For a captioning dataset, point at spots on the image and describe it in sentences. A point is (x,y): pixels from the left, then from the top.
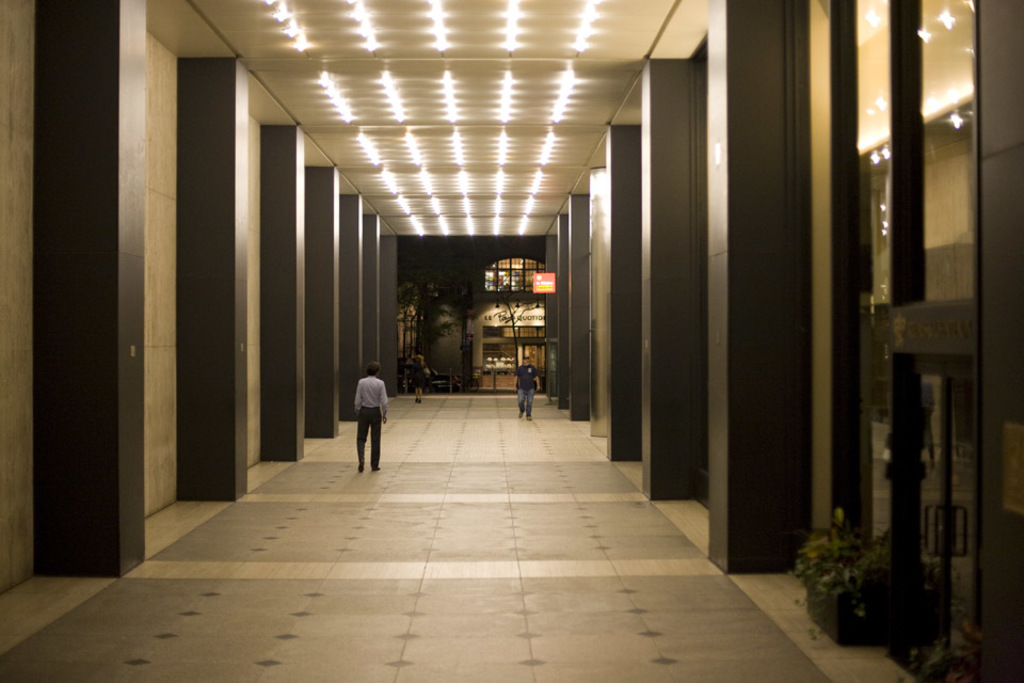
In a building (226,427) there are three people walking on the floor (537,427) and behind the building (385,355) there are trees (428,329) and behind the trees (425,302) there is another building (541,327).
